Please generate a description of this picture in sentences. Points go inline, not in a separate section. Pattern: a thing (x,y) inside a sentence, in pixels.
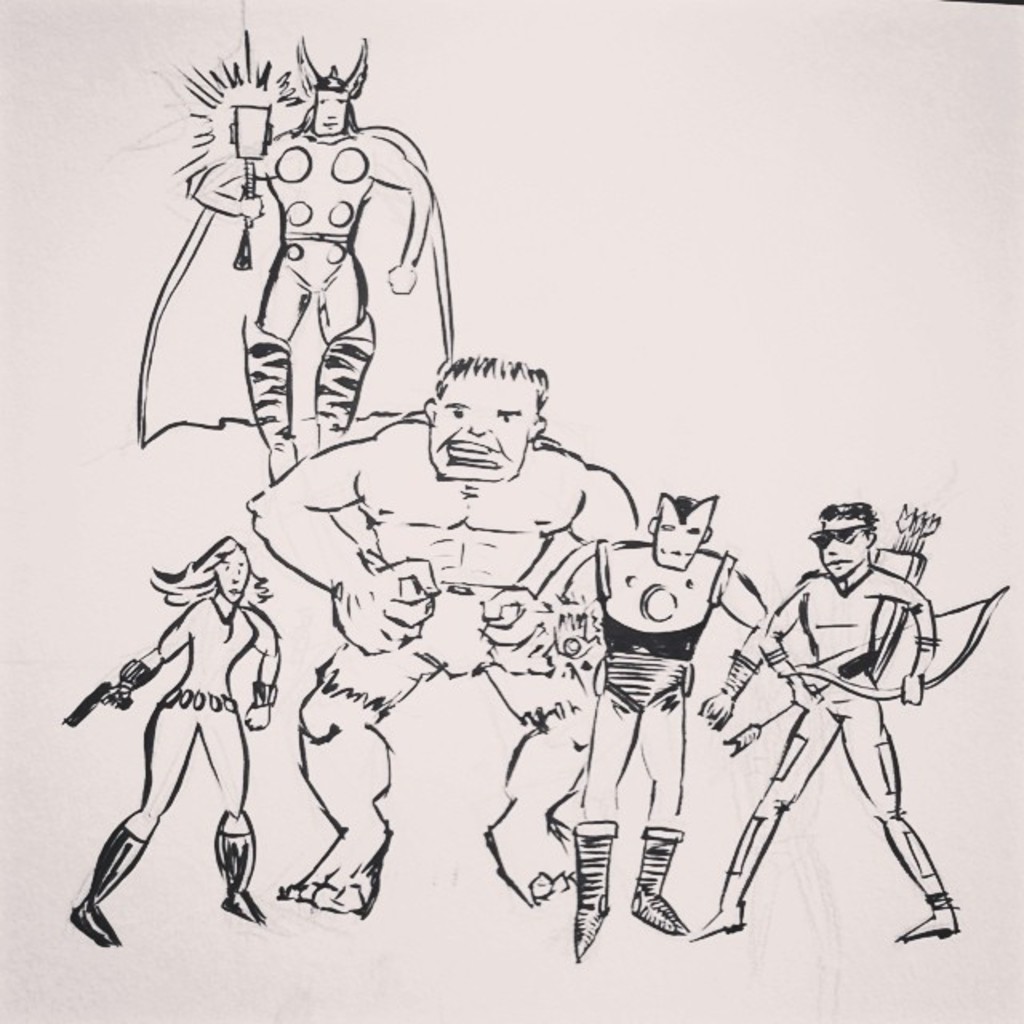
In the foreground of this picture (572,684) we can see the drawing (173,582) of group of persons (668,625) seems to be standing. On the left (206,656) there is a drawing (232,622) of a woman (218,674) holding a gun (106,684) and seems to be standing. At the top (291,337) there is a sketch (169,270) of a person (331,216) holding some object (246,268). The background of the image (34,548) is white in color.
